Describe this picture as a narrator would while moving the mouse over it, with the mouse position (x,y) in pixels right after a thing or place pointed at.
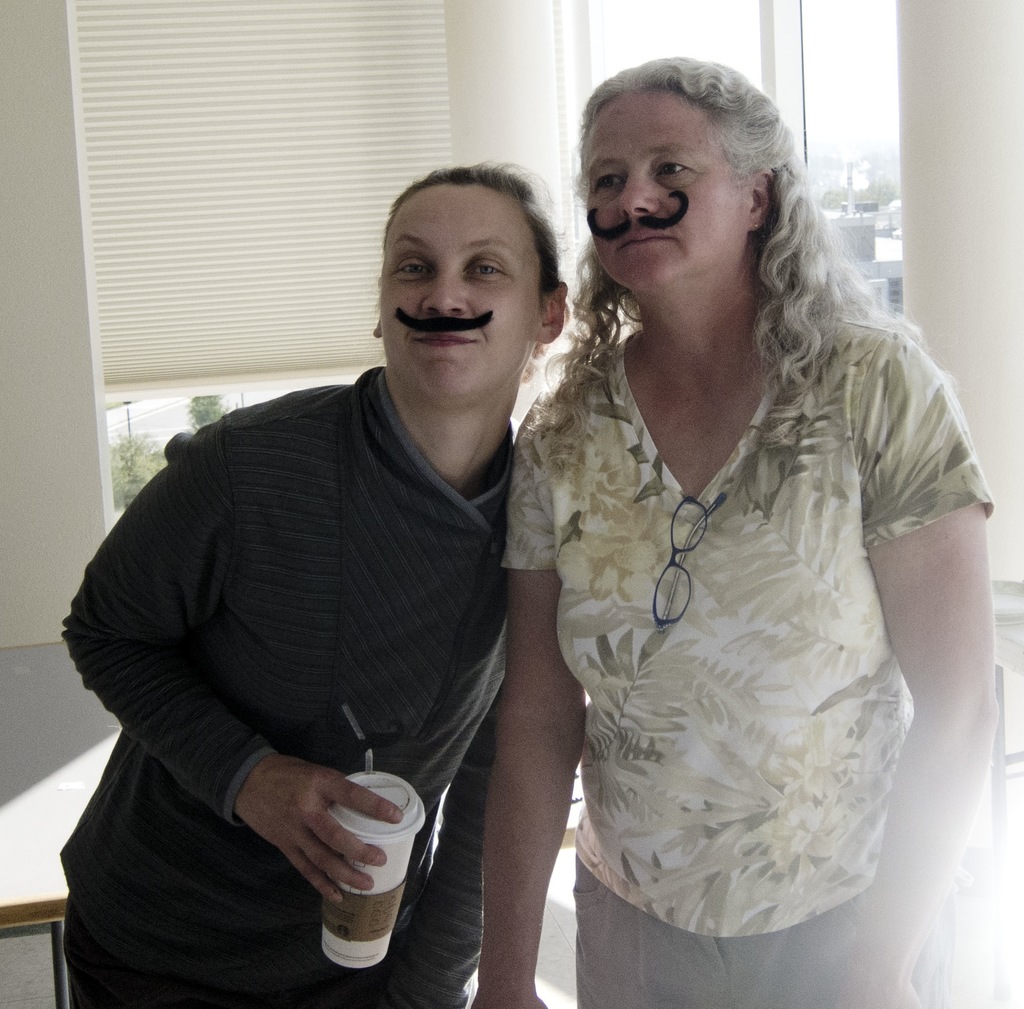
In this image we can see two women (712,379) standing. In that a woman (226,866) is holding a cup (370,830) with a straw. On the backside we can see a table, window blinds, some trees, buildings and the sky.
